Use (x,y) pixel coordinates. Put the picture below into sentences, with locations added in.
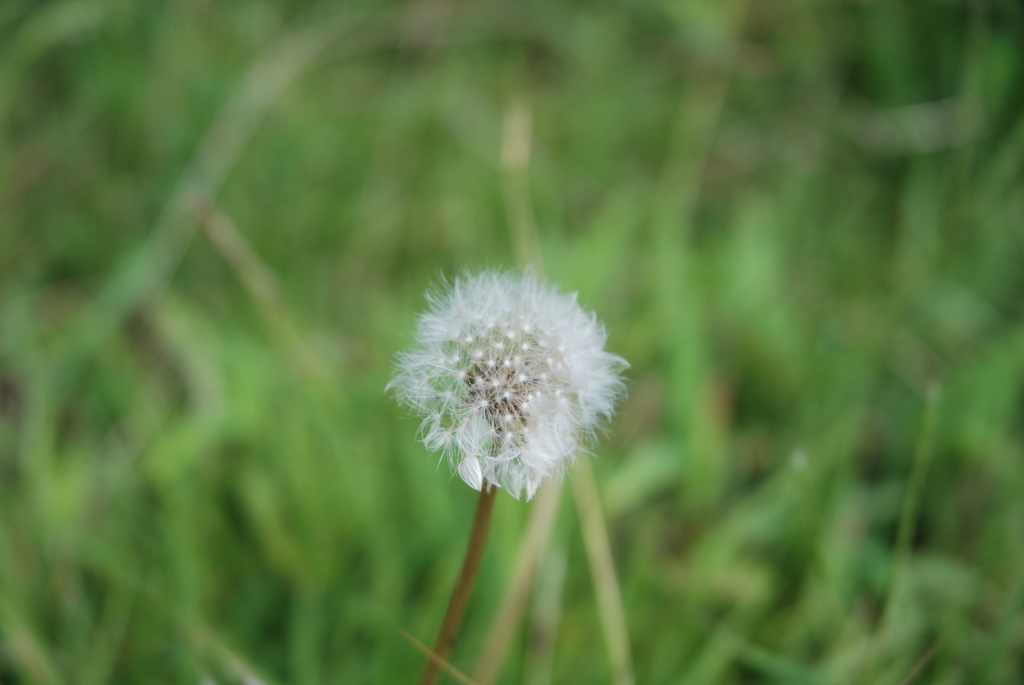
In this picture we can see a flower (446,410) and in the background (224,404) we can see leaves (531,172) and it is blurry.
